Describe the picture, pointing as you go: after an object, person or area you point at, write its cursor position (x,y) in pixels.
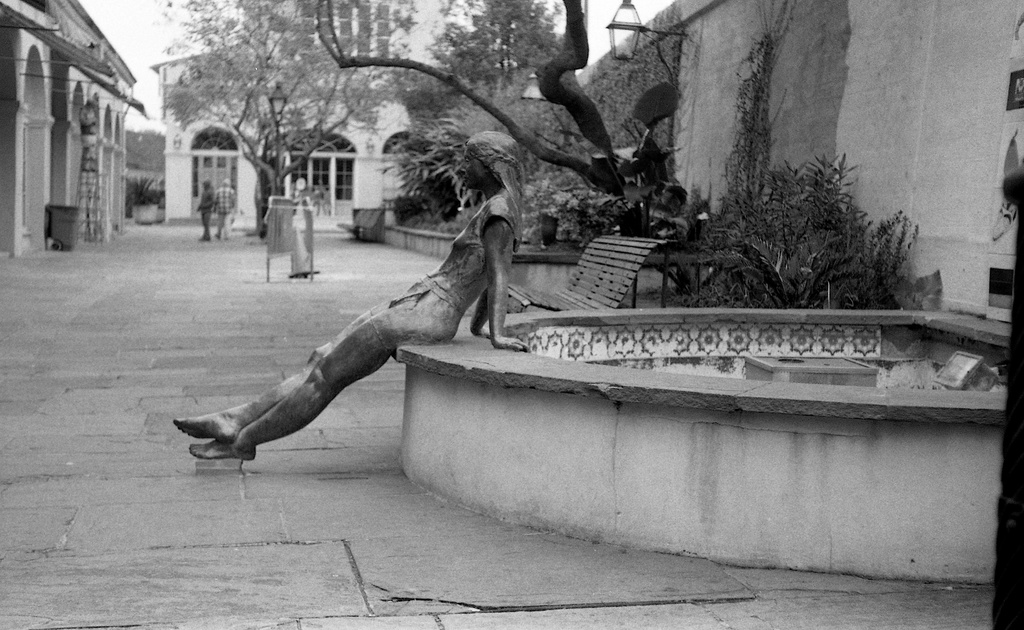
It is a black and white image. In this image we can see the woman statue (476,215). We can also see the bench (623,247), plants (596,212), trees (414,117) and also buildings (6,222). We can also see two persons (227,211) on the land (225,403). Sky (158,28) is also visible.
